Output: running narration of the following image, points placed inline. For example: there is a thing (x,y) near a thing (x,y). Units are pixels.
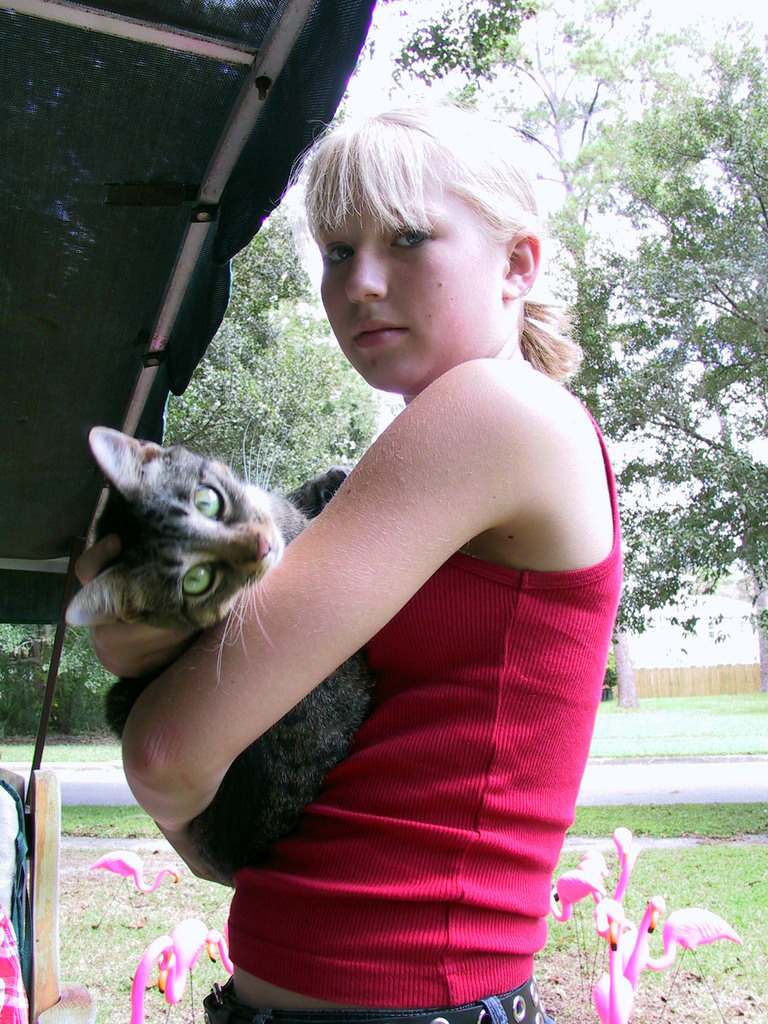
In this image, In the middle (291,668) there is a girl (449,859) standing and she is holding a cat (225,602) which is in black color, In the background (547,56) there are some trees (678,357) in green color, In the left side (76,363) there is a shed (134,126) in black color.
